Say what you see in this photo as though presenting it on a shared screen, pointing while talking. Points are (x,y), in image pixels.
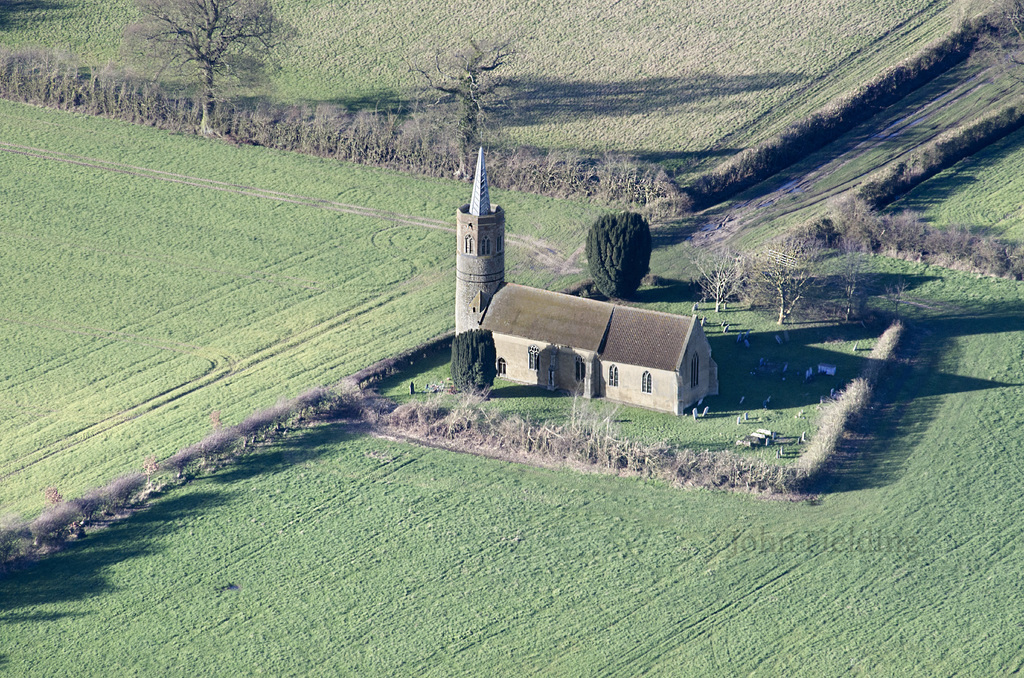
In this picture we can see grass (424,585) at the bottom (560,618), there is a house (645,394) in the middle (643,370), in the background (29,78) there are some plants (676,180) and trees (468,87).
